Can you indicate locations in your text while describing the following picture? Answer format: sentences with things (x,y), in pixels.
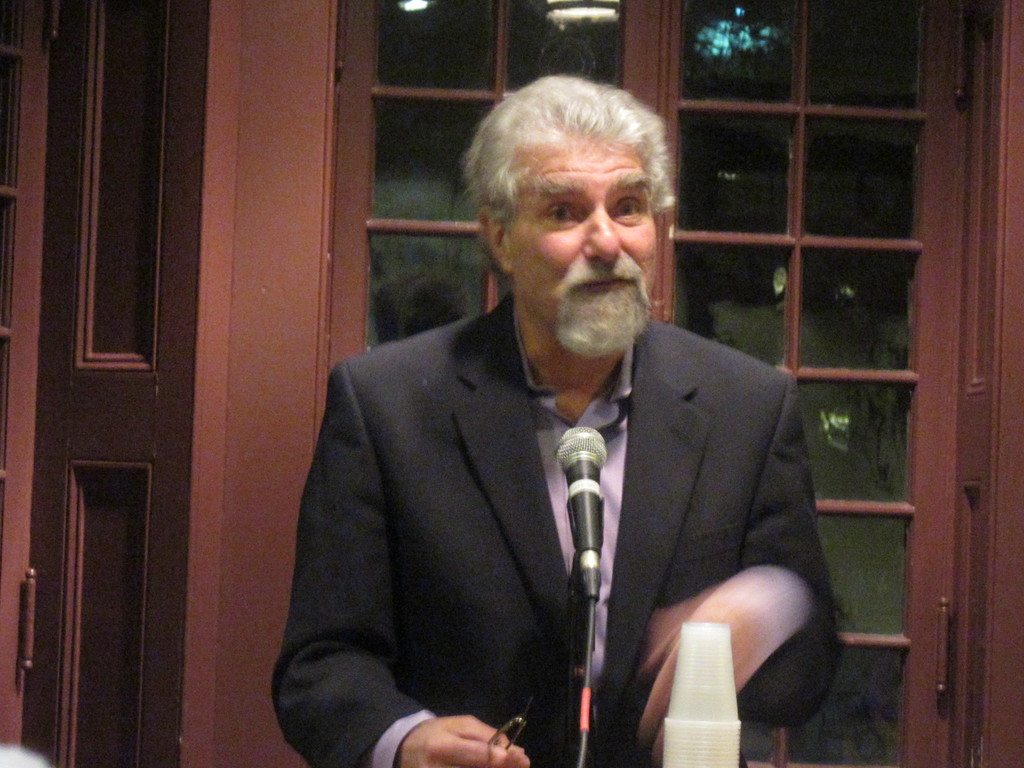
In this image I can see a man (583,419) standing near the mike (590,554). In the background (425,141), I can see the window (905,557).
